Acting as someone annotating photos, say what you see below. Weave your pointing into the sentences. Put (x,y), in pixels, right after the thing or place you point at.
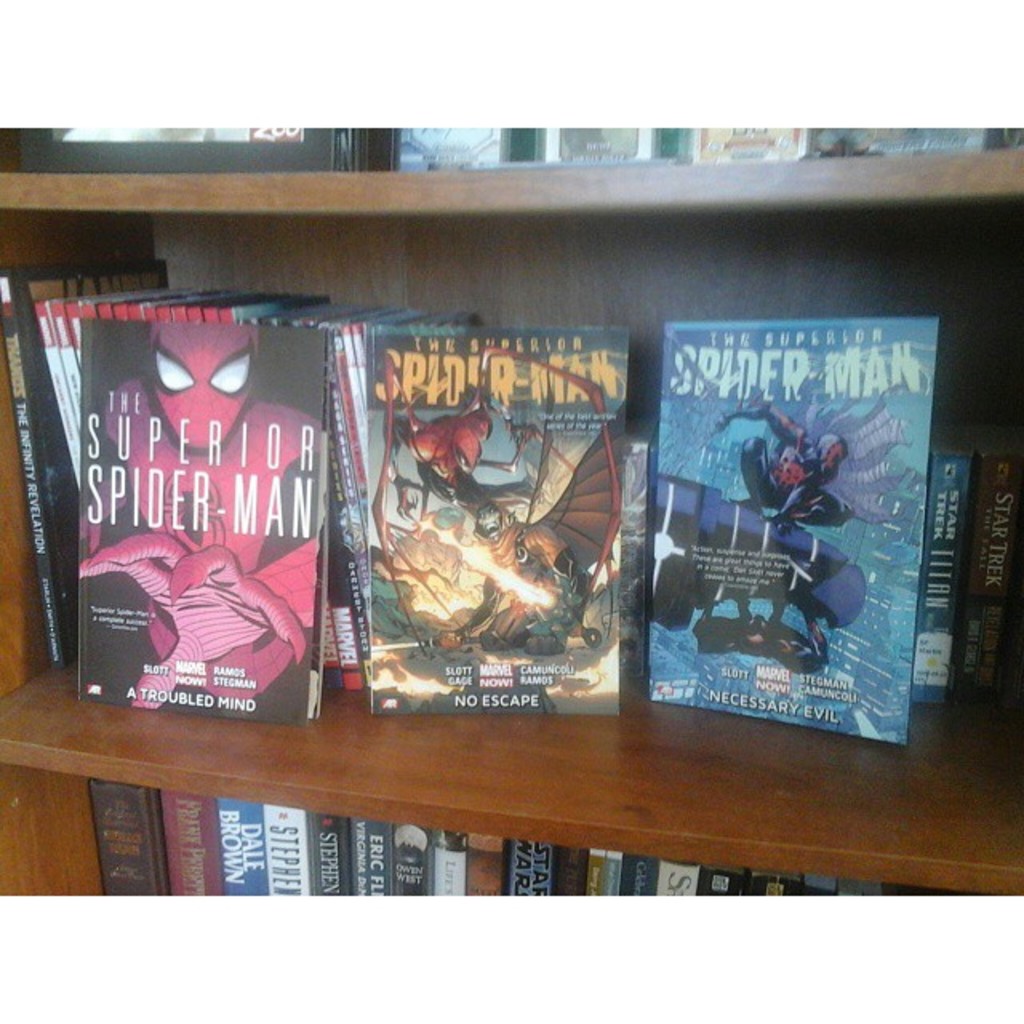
In this image, we can see a rack (953,789) contains some books (275,880).
